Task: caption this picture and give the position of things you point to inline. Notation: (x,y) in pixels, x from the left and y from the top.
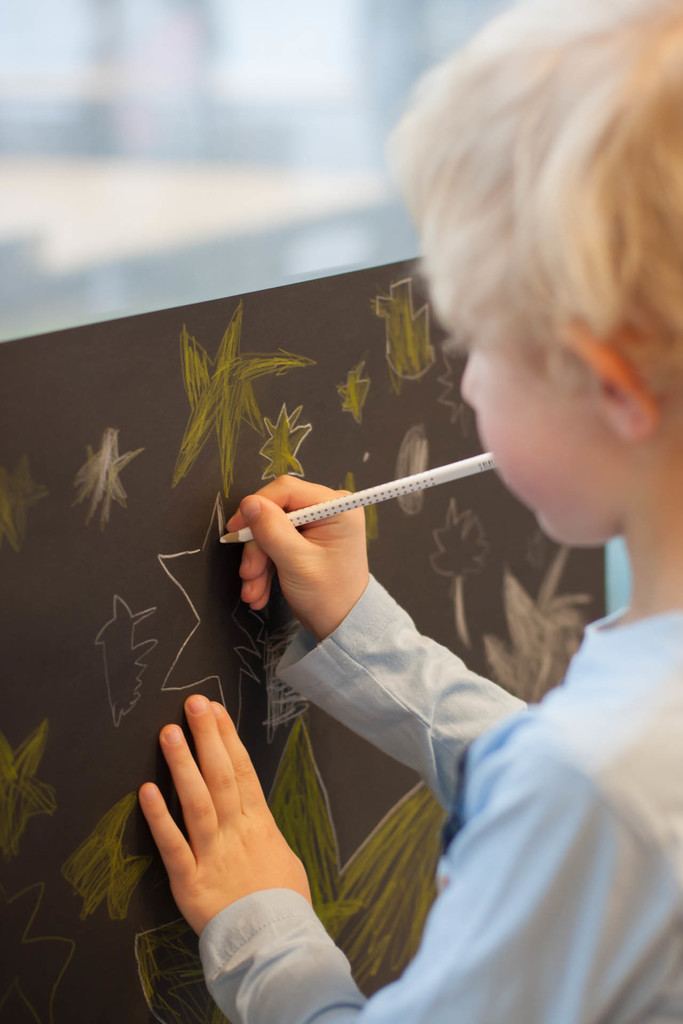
In this image we can see a child (240,511) standing holding a pencil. We can also see a board (14,547) in front of him with some pictures (269,686) on it.
